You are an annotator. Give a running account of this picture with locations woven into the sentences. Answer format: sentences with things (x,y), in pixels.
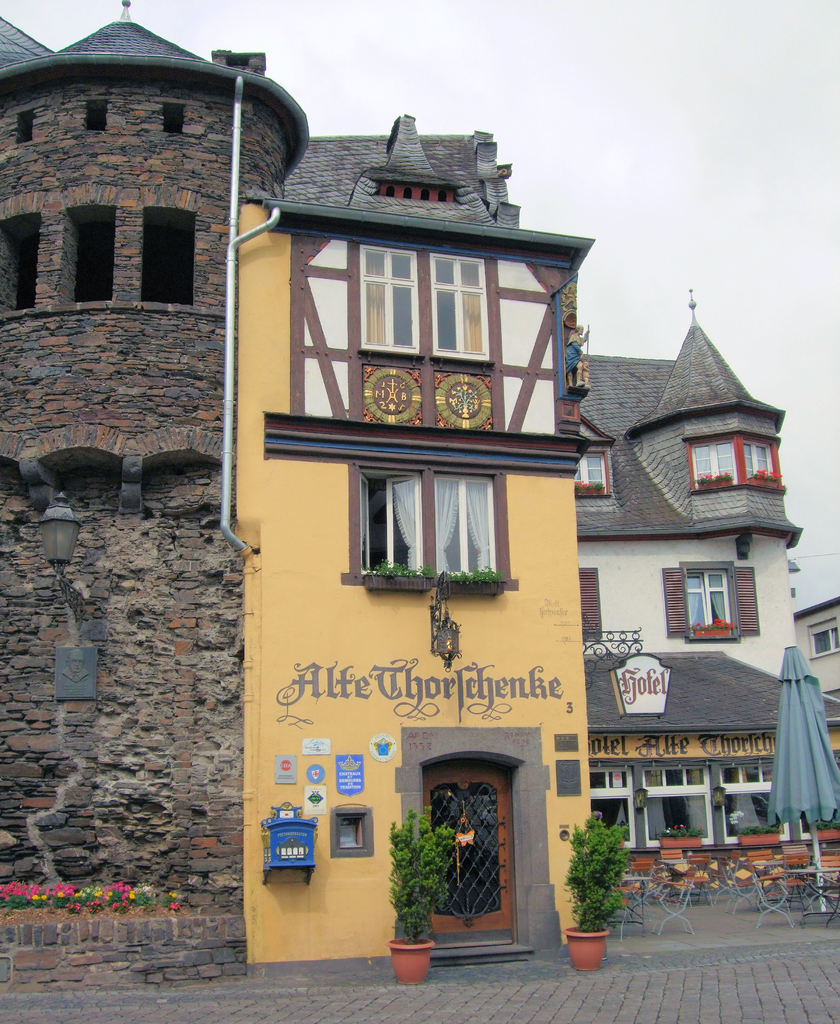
Here we can see buildings (590,785), boards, plants (585,863), windows (741,568), flowers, and an umbrella (793,707). In the background (670,138) there is sky (700,171).
